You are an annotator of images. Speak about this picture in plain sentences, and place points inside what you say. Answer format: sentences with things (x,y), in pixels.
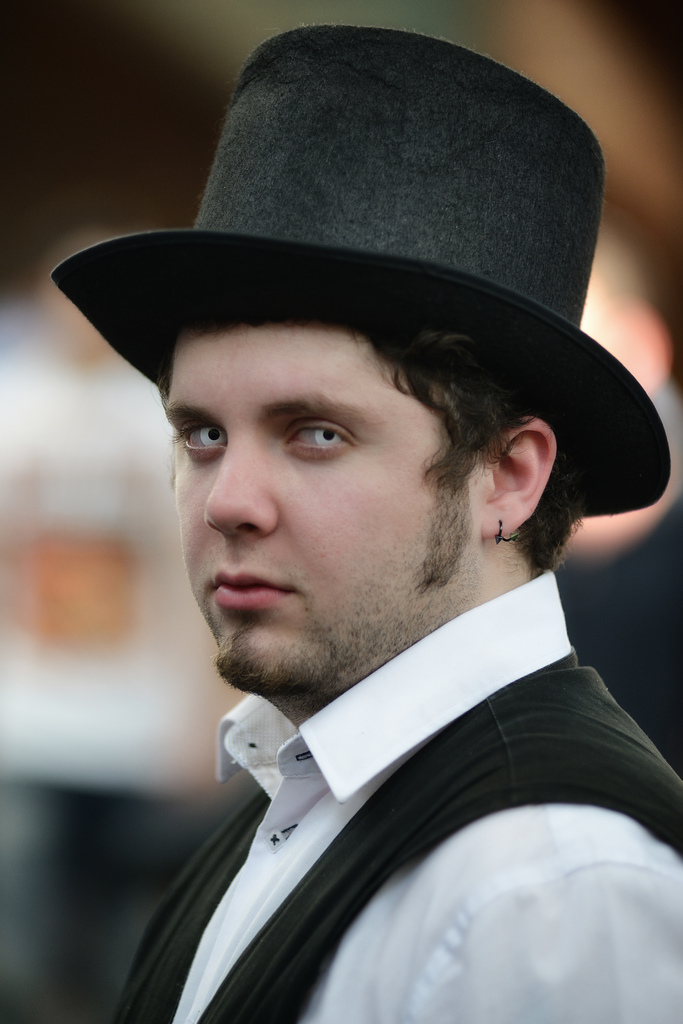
In this picture I can see there is a man (339,455) standing and he is wearing a white shirt (629,1002) and a black coat (459,771) and a hat (445,205). In the backdrop (112,574) there are two people (593,559) in the standing and it is blurred.
